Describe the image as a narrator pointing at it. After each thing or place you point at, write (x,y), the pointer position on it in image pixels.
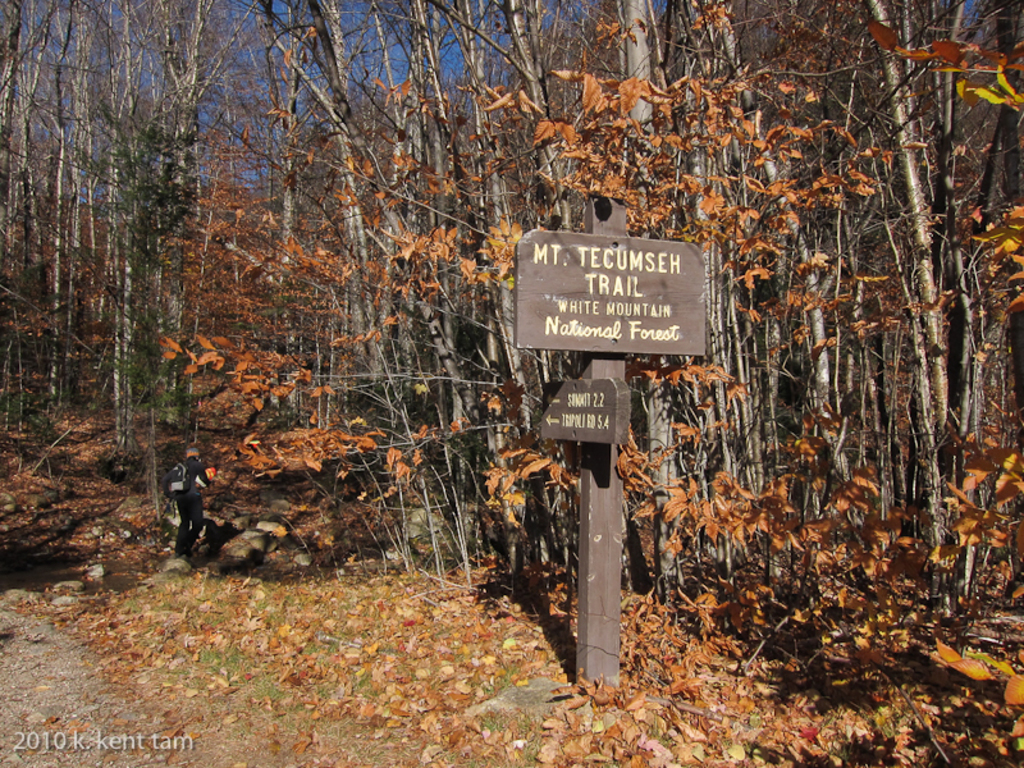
In front of the picture, we see a pole (600,516) and the boards (602,416) in brown color with some text (612,335) written on it. At the bottom (258,727), we see the grass (245,729), dry leaves (388,675) and the twigs (439,422). There are trees (424,307) in the background (867,280).
